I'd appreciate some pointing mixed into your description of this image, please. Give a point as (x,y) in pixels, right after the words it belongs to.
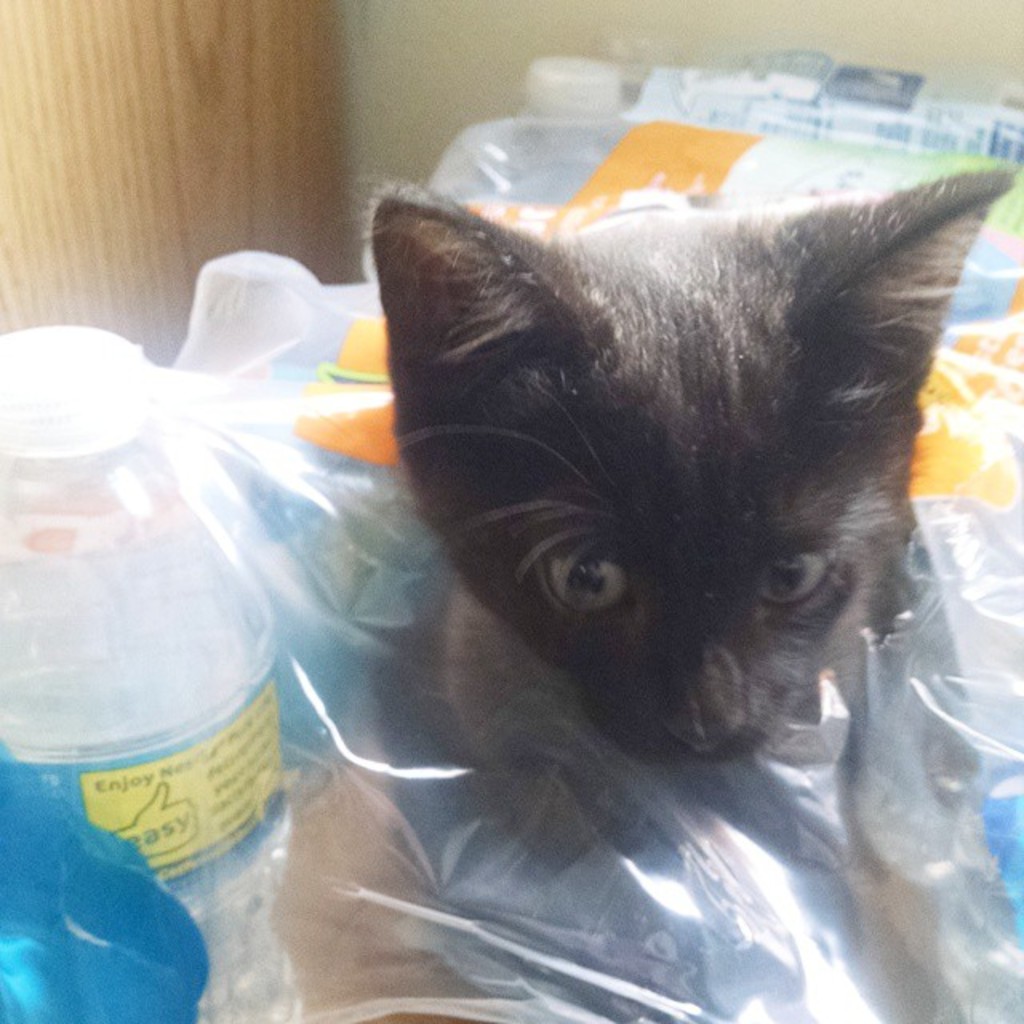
In this picture we can see a cat (518,632), plastic covers (334,707), bottles (574,88), wooden object (270,237) and in the background (678,59) we can see the wall (415,74).
